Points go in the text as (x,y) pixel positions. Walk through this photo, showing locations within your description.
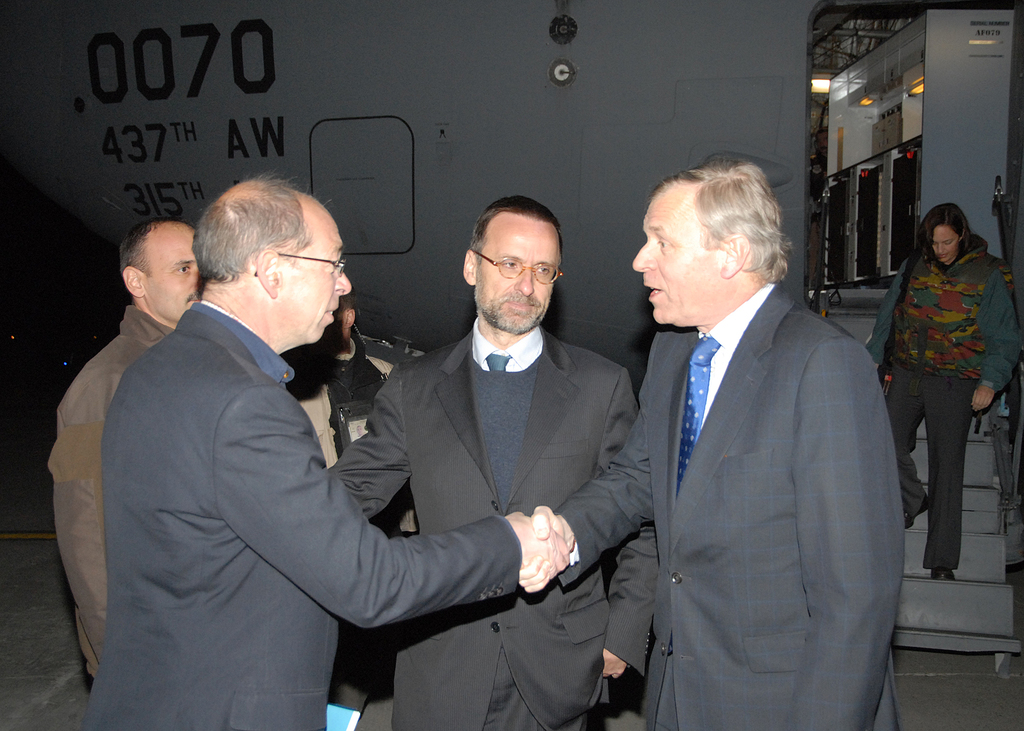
In the image i can see a persons (555,336) talking to each other and shaking their hands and on the right hand side (978,476), i see a person (906,297) walking towards the steps (981,585) and in the background (152,79), a text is written.
